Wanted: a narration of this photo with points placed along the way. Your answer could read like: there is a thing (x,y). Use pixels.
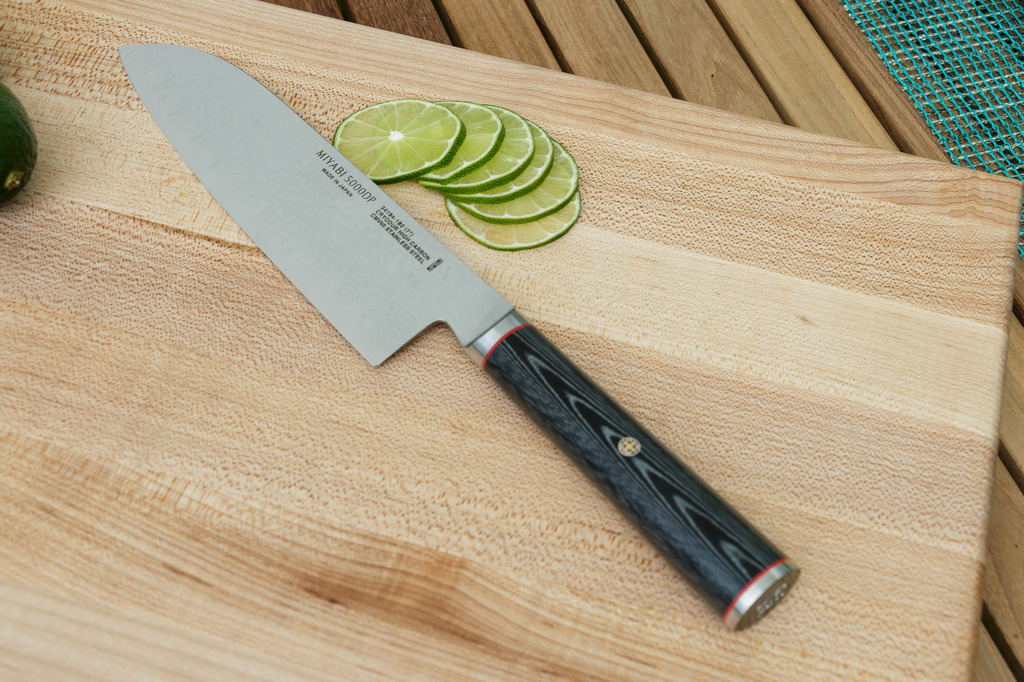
In this image there is a table (1008,497) and we can see a mat (992,155), chopping board (639,556), knife (305,187), lemon slices (464,177) and a vegetable (18,146) placed on the table (825,79).
